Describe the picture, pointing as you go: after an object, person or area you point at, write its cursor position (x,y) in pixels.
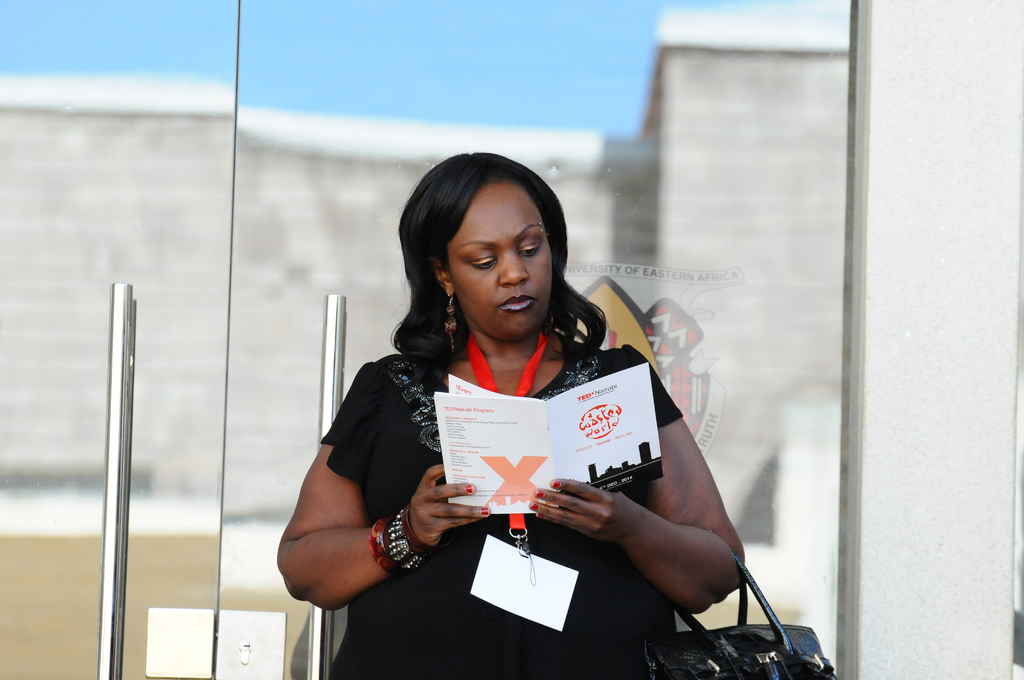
In this image there is a woman (564,328) reading a book (509,428) in her hand (483,511), behind the woman (537,494) there are glass doors (173,423) with metal handle bars (333,407), beside the door (278,411) there is a wall (884,372).
